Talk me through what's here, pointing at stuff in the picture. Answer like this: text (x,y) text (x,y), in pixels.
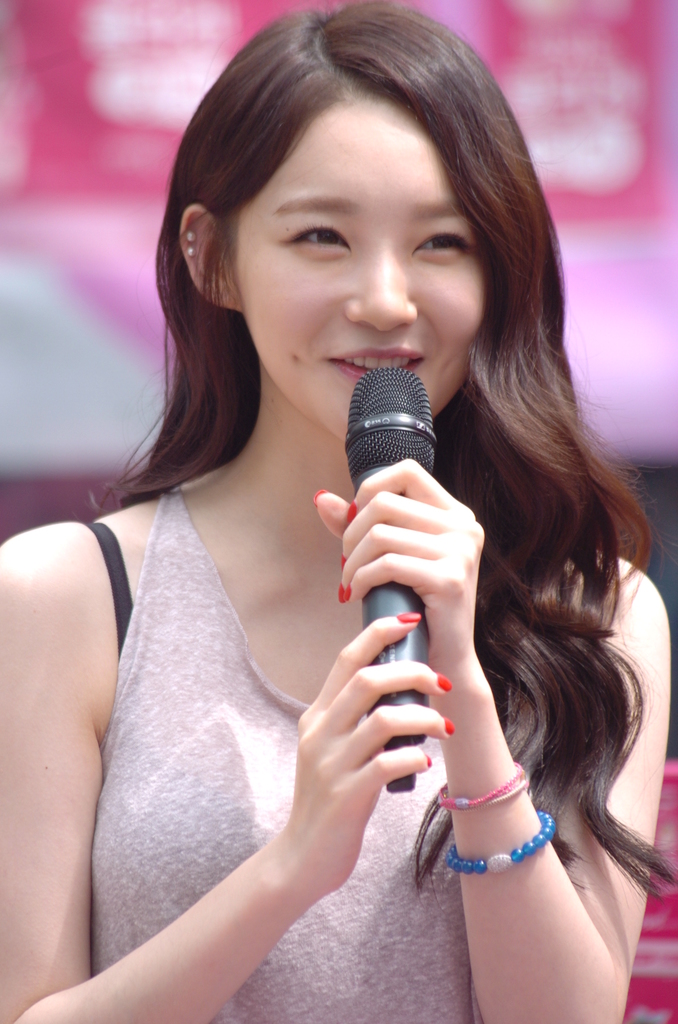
In this image there is a woman (312,764) she is smiling her hair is long she is holding a mic (398,420).
